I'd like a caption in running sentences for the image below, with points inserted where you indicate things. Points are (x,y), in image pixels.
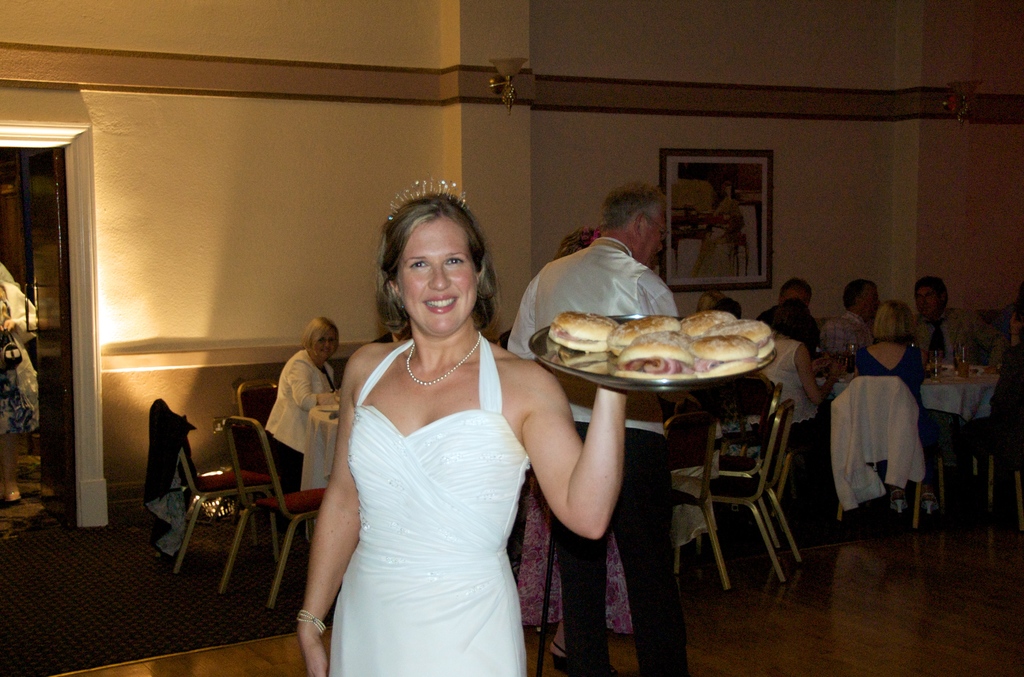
A woman (408,458) is standing and smiling. She is holding a plate (613,363) full of burgers (671,354). In the background (889,366) there are some people (865,318) sitting on chairs (892,431). And there are tables (327,460). And there is a wall (625,153). On the wall (787,252) there is photo frame (764,173). There are two lamps (511,79) on the wall (477,86).
